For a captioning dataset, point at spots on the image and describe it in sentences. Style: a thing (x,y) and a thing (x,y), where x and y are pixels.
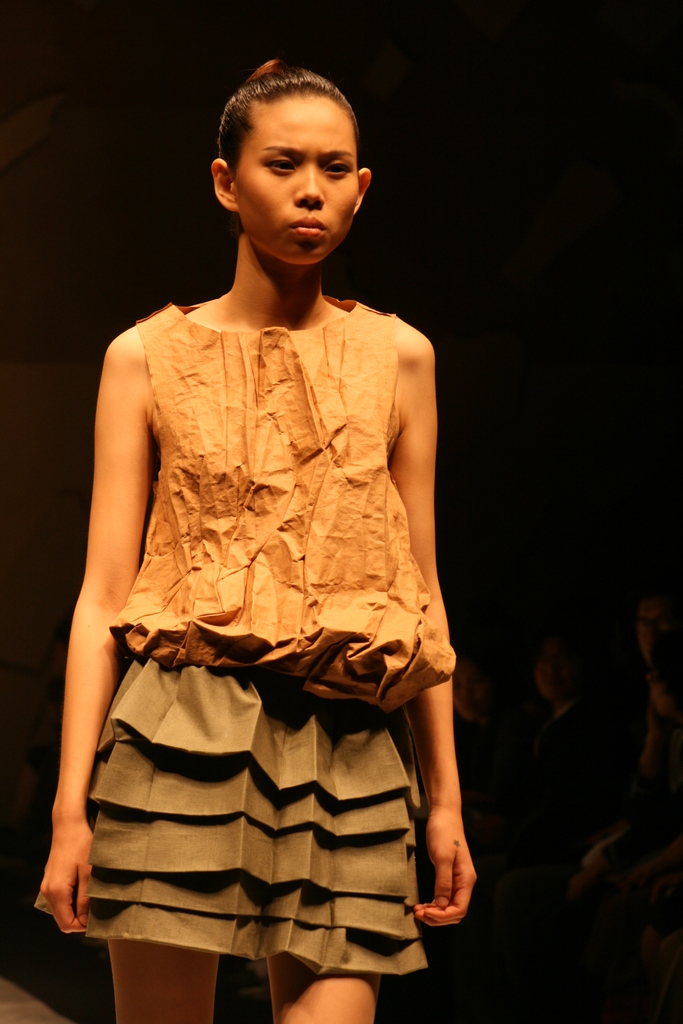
In this image I can see a woman (303,603). I can also see the background (490,62) is black in color.
